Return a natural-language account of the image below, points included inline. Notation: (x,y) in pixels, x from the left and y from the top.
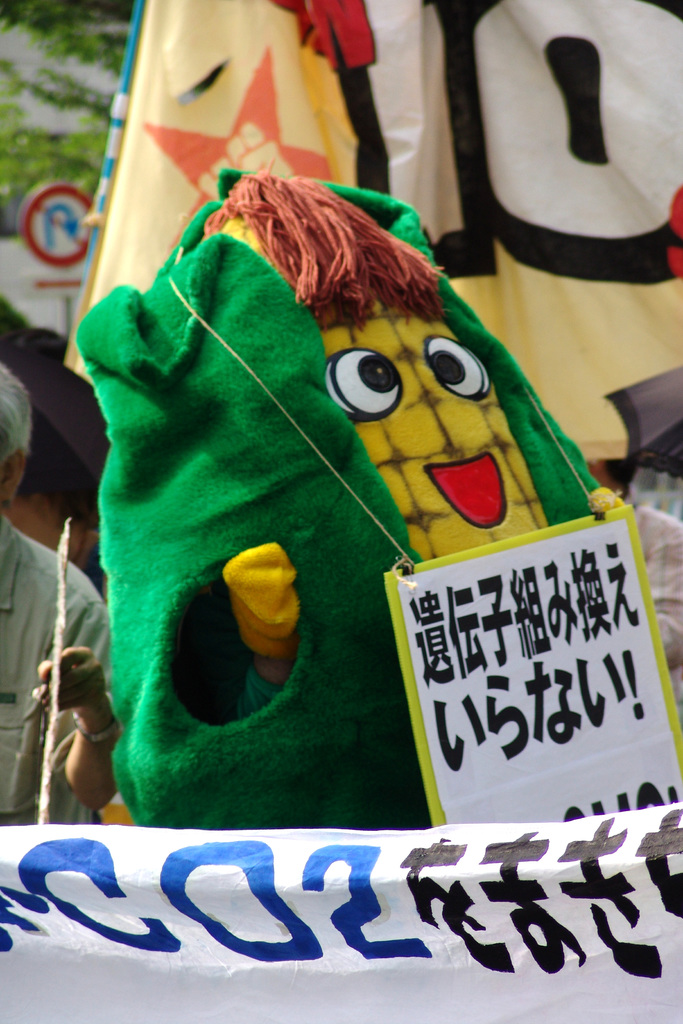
In this image we can see a toy (353,413), there a person (50,650) is standing, there is the banner (438,868), at back (64,251) there is the sign board (36,196).
